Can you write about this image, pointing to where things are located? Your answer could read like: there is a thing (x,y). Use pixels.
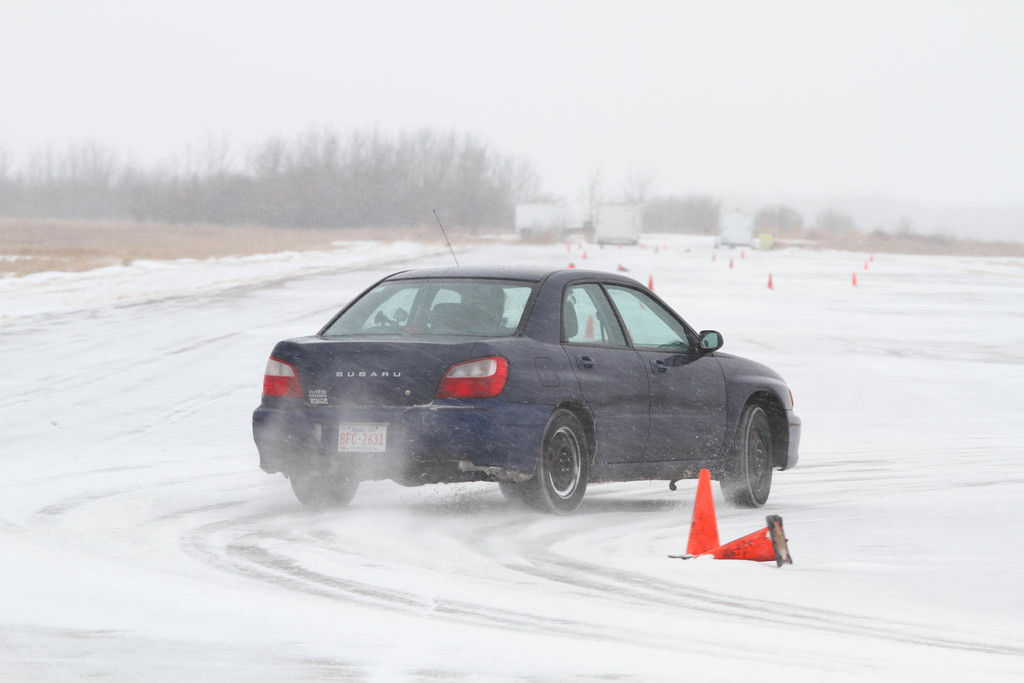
A car (376,310) is moving on the snow road (492,493), on the left side (261,202) there are trees (475,171), at the top (631,66) it is the foggy sky (696,93).
